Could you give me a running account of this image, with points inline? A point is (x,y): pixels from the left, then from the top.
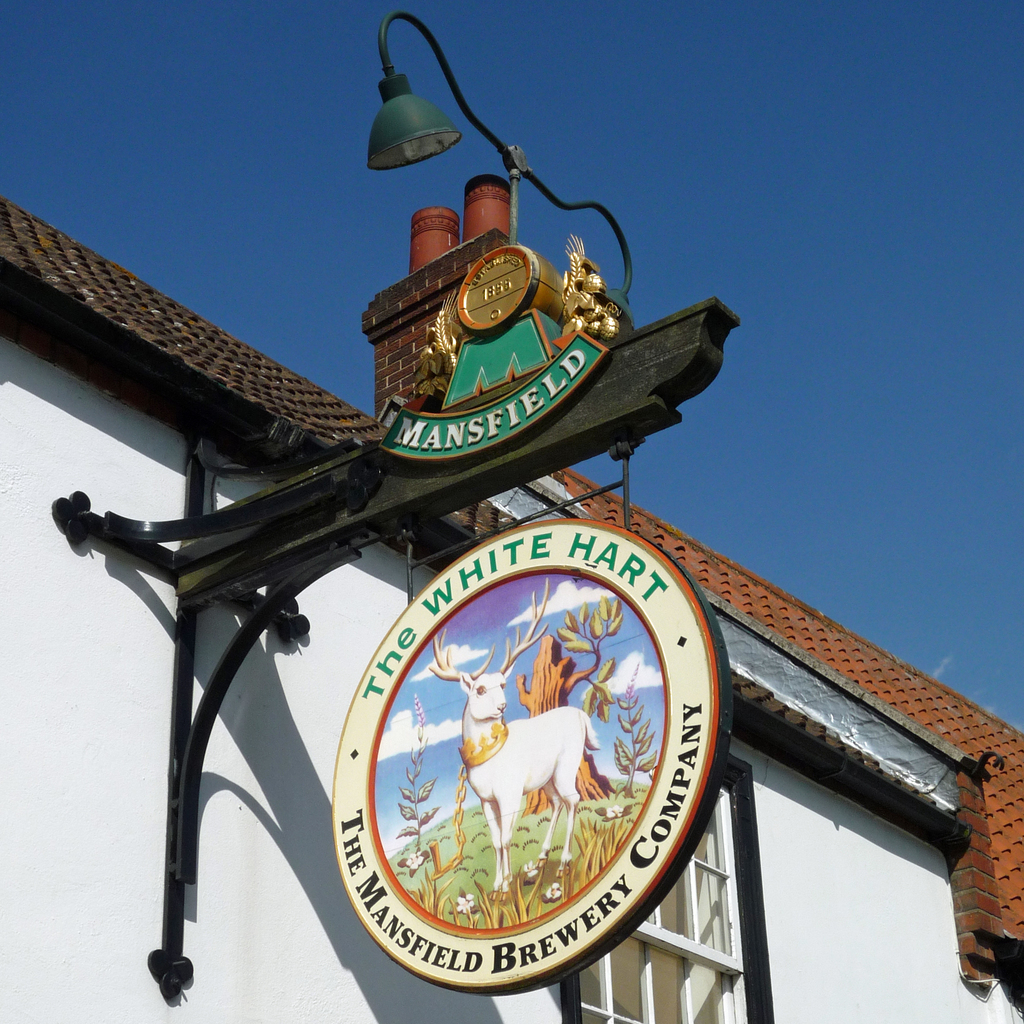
In this image, we can see a light (441,141) and board (527,720) on the wall (214,737). There is a window (657,939) at the bottom of the image (638,949). There is a roof (603,514) in the middle of the image (662,529). There is a sky (486,147) at the top of the image (212,154).
